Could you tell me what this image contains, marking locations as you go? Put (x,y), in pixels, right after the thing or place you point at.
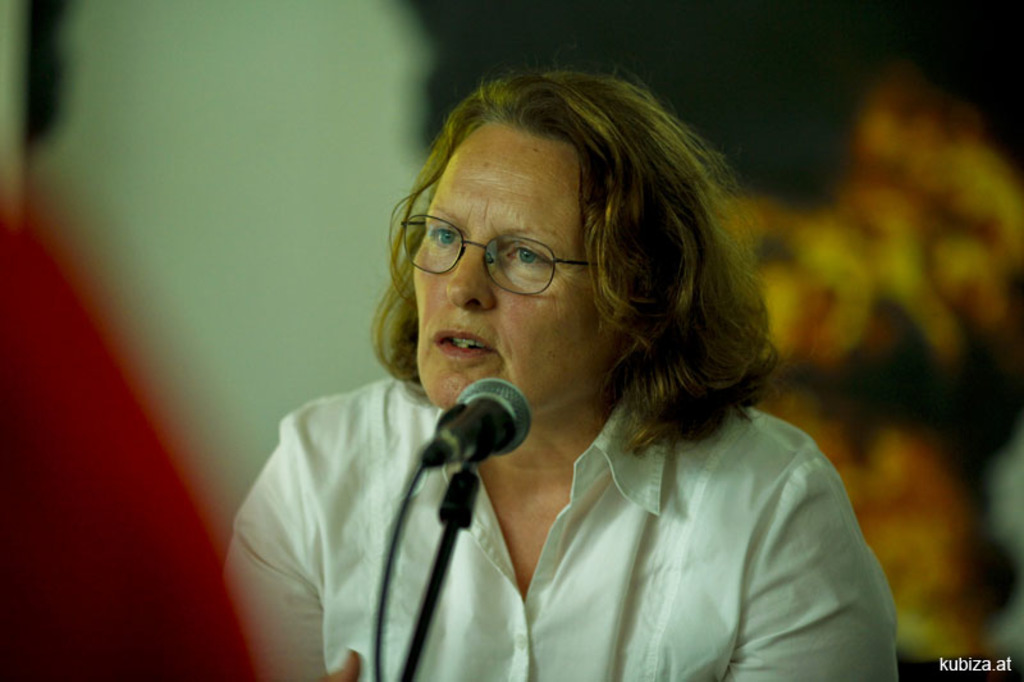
In this picture we can see a woman (526,495), there is a microphone (486,437) in front of her, we can see a blurry background (885,204), at the right bottom (982,659) there is some text (973,660).
